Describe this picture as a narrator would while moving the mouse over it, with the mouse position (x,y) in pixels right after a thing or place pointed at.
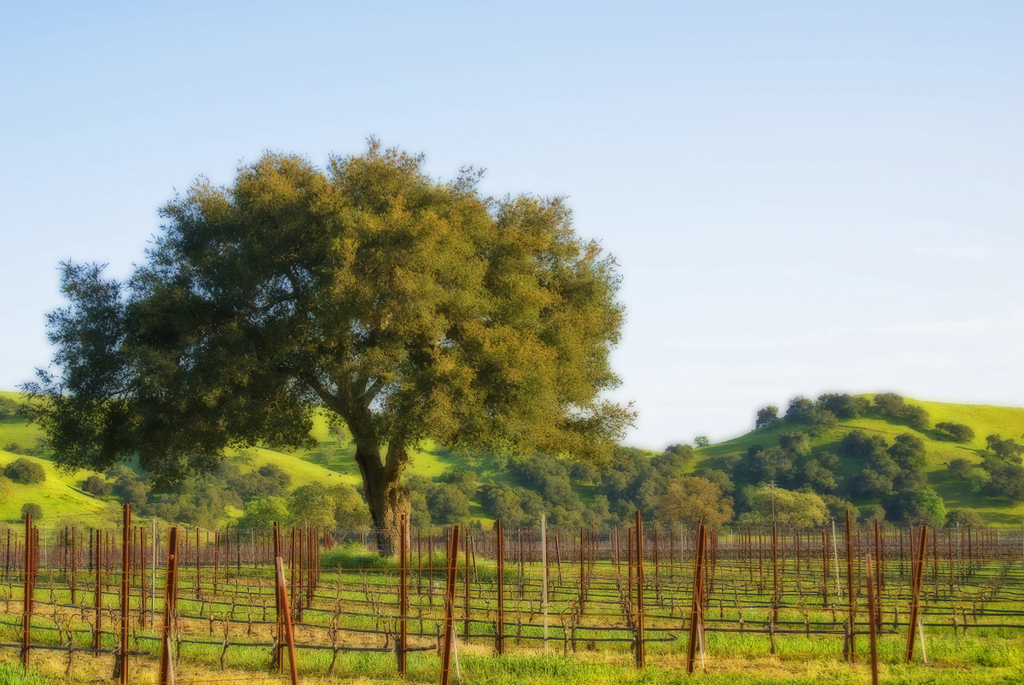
This is a blur image and this is an outside view. At the bottom (126,573) there are many poles (880,542) and also I can see the grass (470,682) on the ground (489,654). In the background (401,462) there are many trees (401,462) and few hills (868,430). At the top of the image (745,96) I can see the sky (634,129).
